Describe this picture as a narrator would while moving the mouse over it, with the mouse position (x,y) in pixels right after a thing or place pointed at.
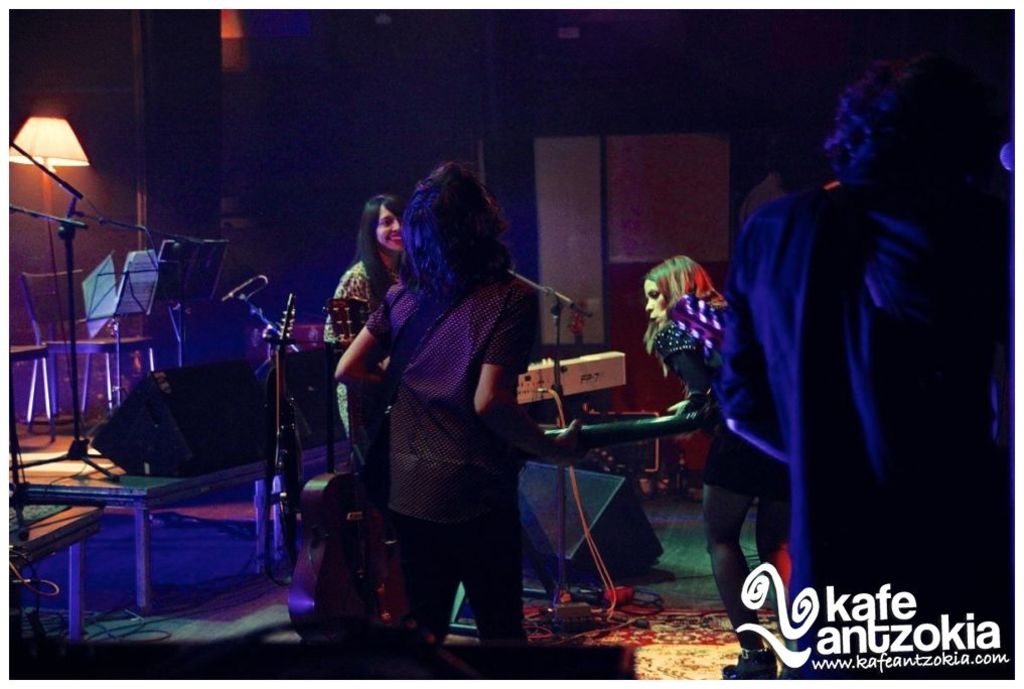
In this image I can see few people (343,412) standing and wearing the different color dresses (429,474). I can see few people (458,462) are holding the musical instruments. To the left (81,436) I can see the mics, chairs (109,356) and the lamp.
